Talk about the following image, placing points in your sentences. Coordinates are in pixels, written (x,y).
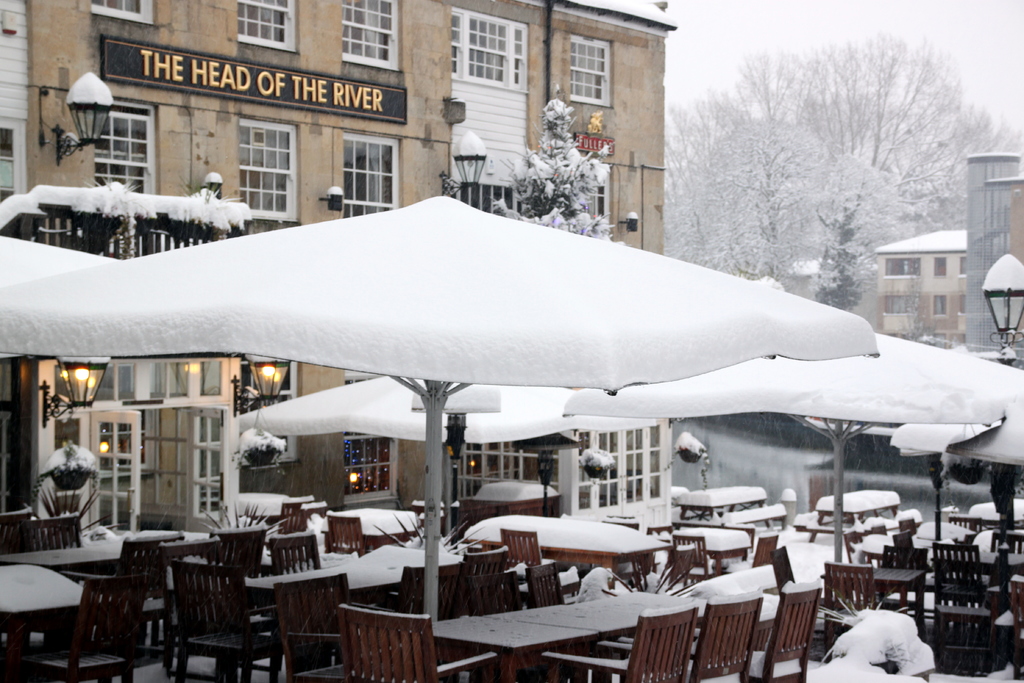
Here we can see tables (505,617), chairs (9,518), lights (244,404), doors (219,433), and umbrellas (697,320). In the background (455,168) we can see buildings (488,187), windows (589,62), boards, trees (791,194), and sky (969,93).
